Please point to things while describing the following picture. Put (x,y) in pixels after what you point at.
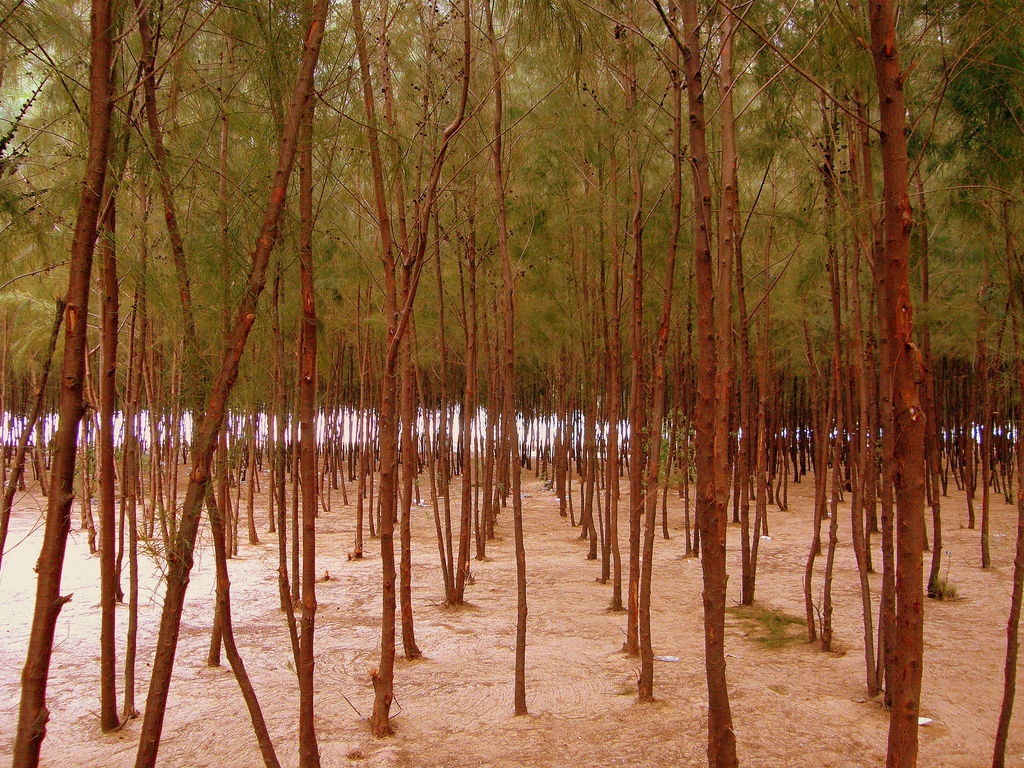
In this image there are trees (257,735). At the bottom of the image (551,679) there is sand (562,688).
